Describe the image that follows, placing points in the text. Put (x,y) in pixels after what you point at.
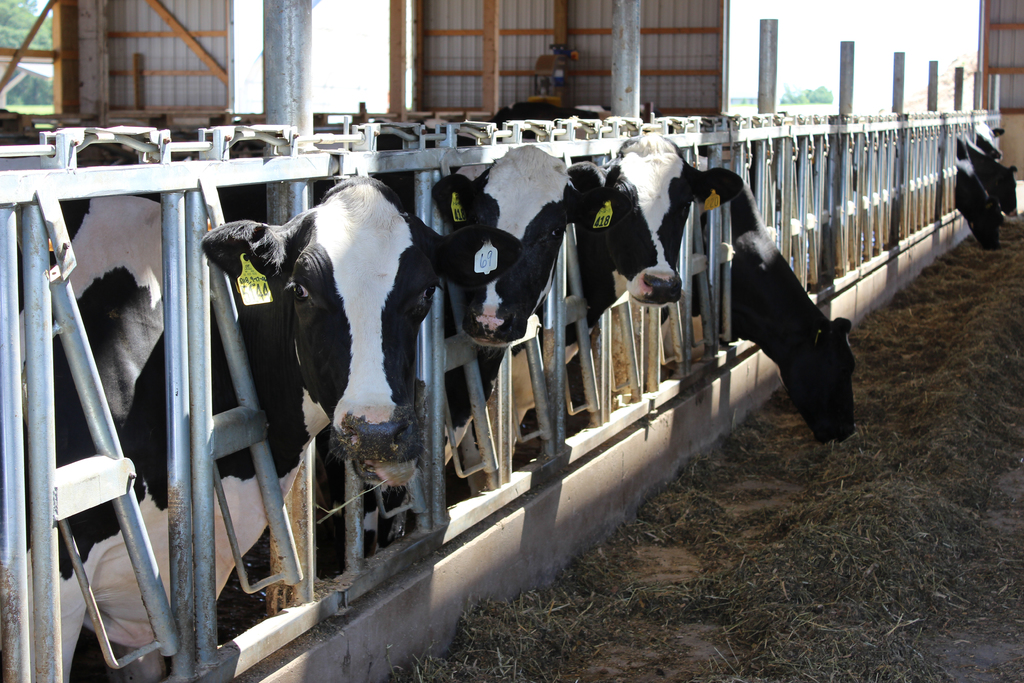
In this image there are cattle (686,202) in a dairy farm (948,237) and there is a fencing (91,354), in front of them there is grass (940,405), in the background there are sheds (580,98).
